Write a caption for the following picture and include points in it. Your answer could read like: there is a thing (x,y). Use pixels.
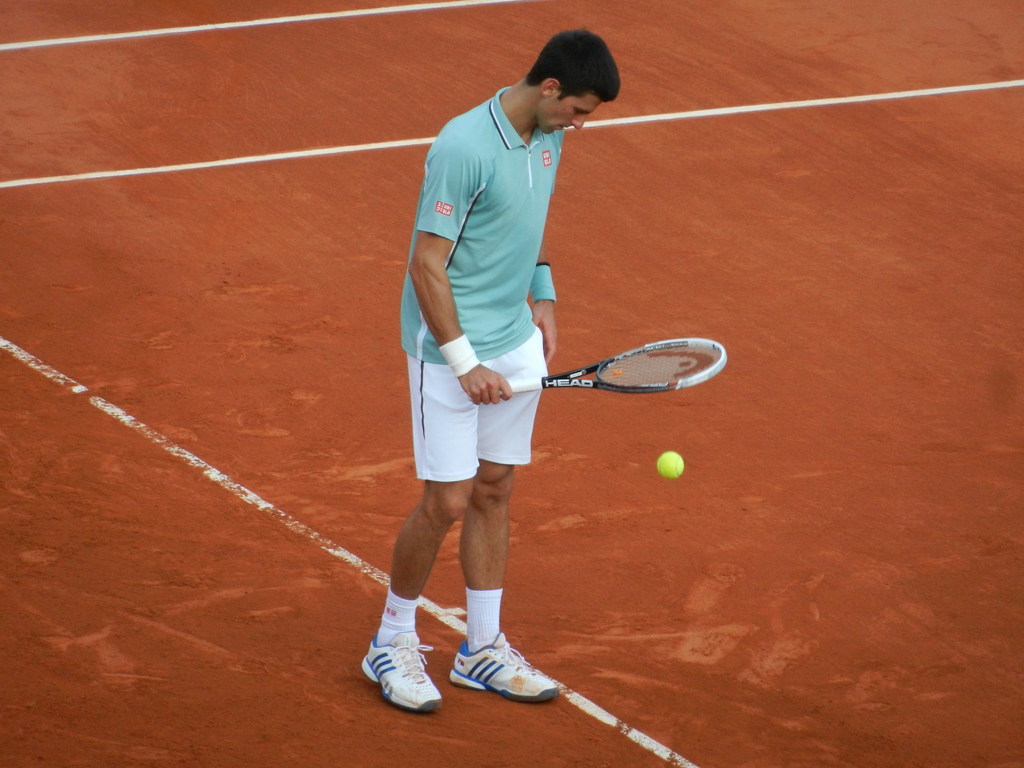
The man (453,155) in blue T-shirt (502,159) who is wearing shoes (505,675) is holding a racket (700,362) in his hand (487,397). I think he is playing tennis. In front of him, we see a tennis ball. In the background (52,255), it is red in color. This picture might be clicked in the tennis court (584,302).
